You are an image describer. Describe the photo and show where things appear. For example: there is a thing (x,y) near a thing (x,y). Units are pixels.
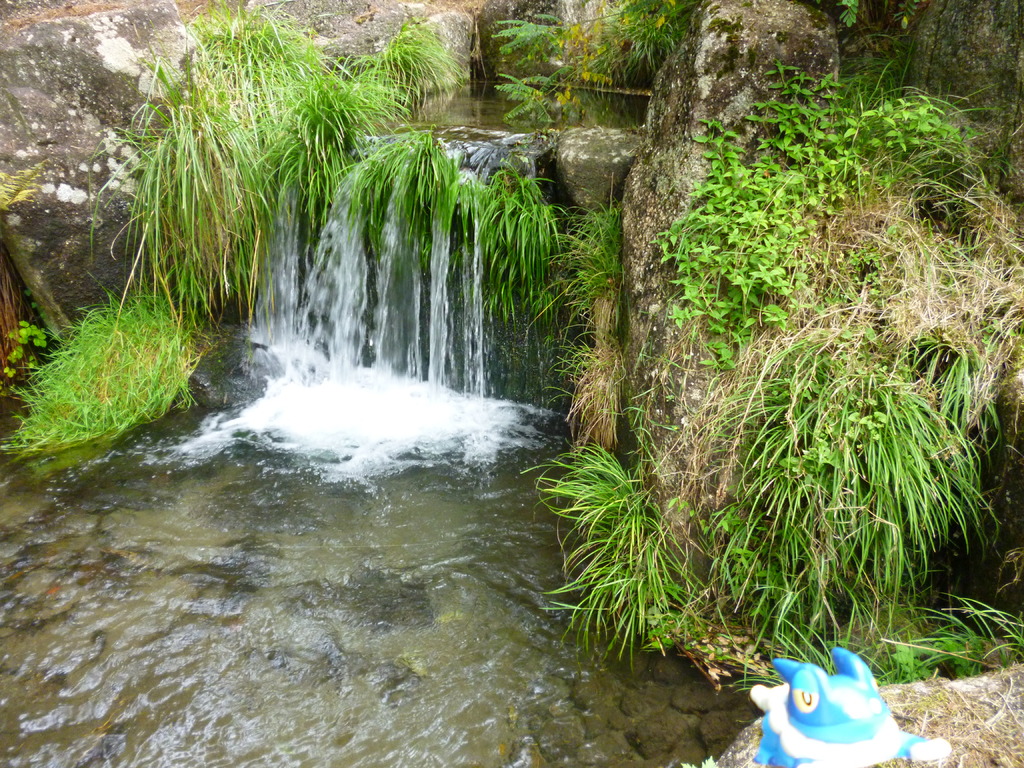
At the bottom right side of the image (833,700), there is a toy (845,708), which is in blue and white color. In the background (615,141) we can see grass (781,406), stones (698,63) and water (277,501).
